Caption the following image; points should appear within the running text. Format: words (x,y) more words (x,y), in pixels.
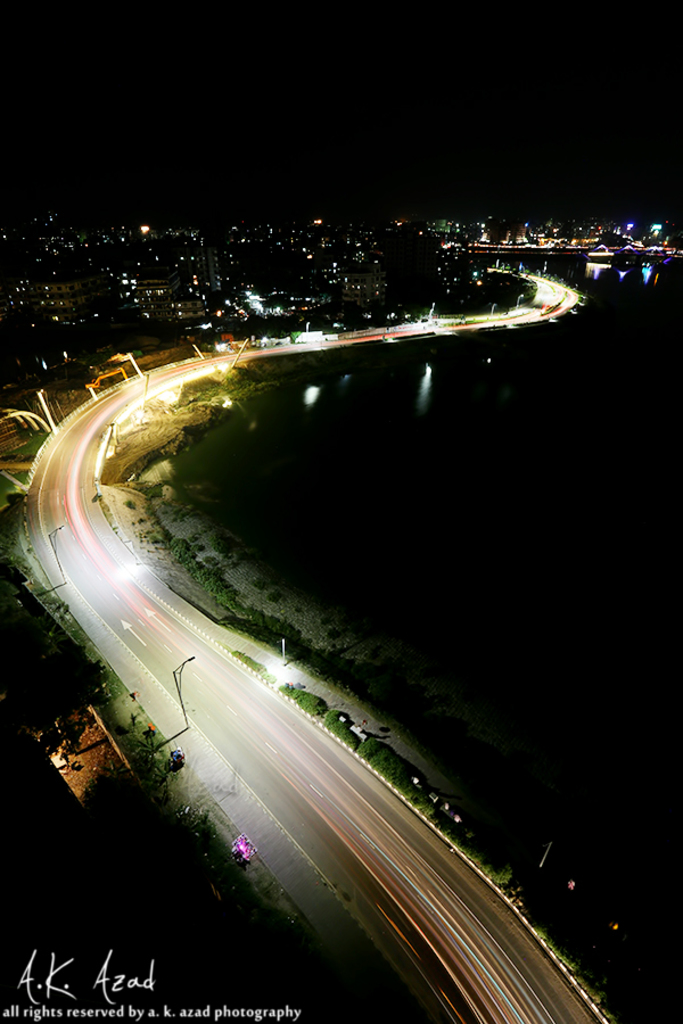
In this image we can see a road (534,969), poles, lights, trees (35,740), and buildings (371,275). There is a dark background (613,135). On the right side of the image (531,485) we can see water (381,451).
